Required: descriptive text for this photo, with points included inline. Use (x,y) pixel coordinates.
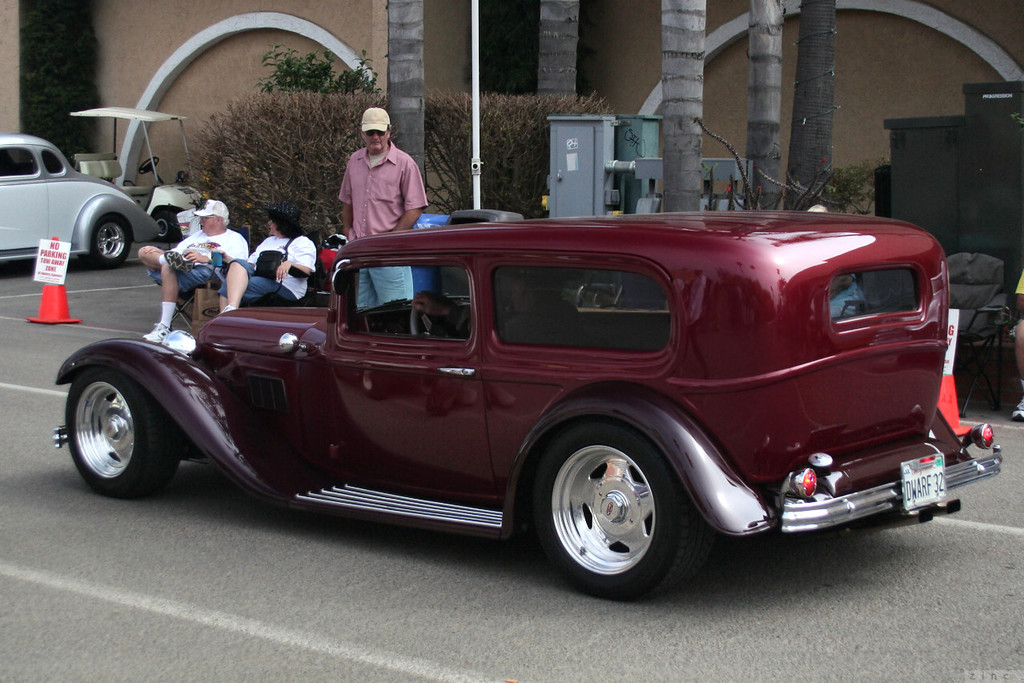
In this image in the center (537,380) there is one car (371,380), in the car (424,315) there is one person (445,303) and in the background (308,252) there are some people (249,262) sitting and one person (390,218) is standing. And also there are some trees (772,156), plants (312,144), transformers (955,166), chairs (970,299), vehicles (138,197), building (986,75), poles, barricades (952,379), boards (950,346). At the bottom (350,585) there is road (138,334).
